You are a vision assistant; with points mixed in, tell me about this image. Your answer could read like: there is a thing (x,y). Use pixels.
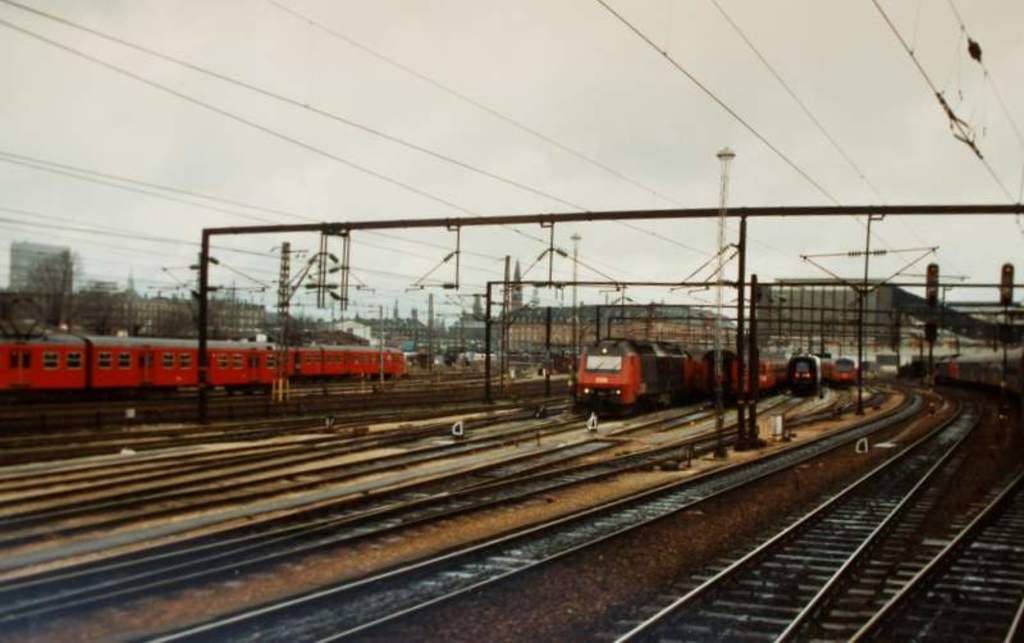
In this image, we can see some tracks (643,511), trains (689,399) and metal frames (284,307). In the background of the image (141,238), we can see wires (261,127) and sky (906,120).
